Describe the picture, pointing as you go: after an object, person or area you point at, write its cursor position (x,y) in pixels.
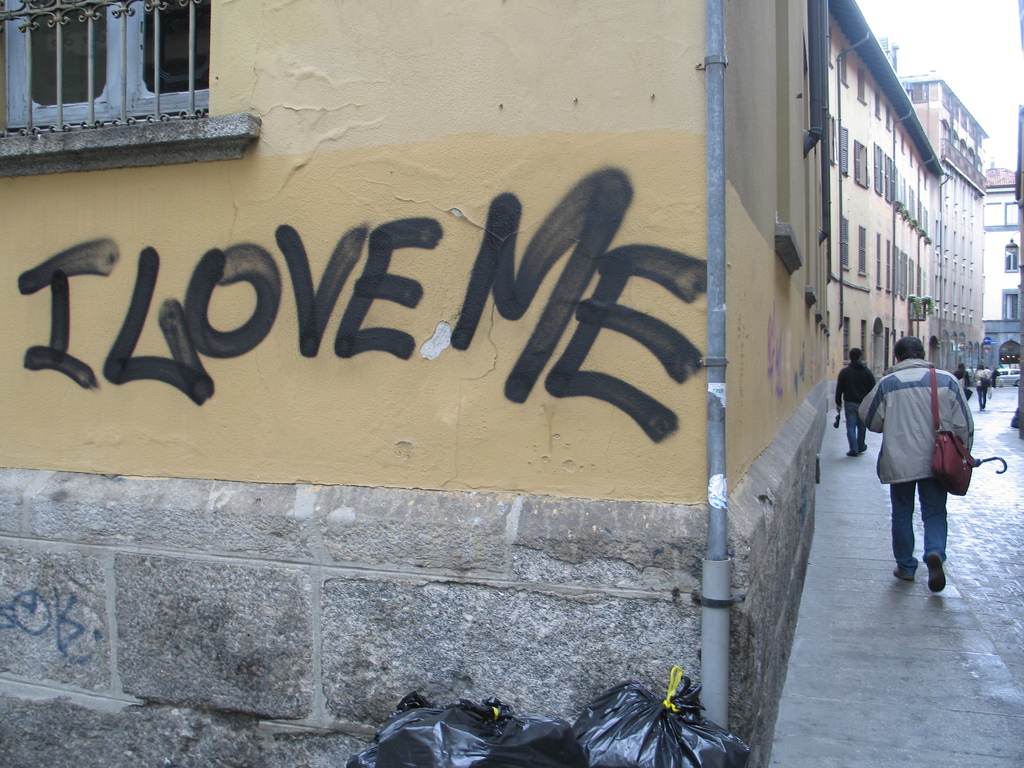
This image consists of a wall (665,271). And there are many buildings (872,219). To the right (948,570), there is a road (965,559) and many people (928,440) are walking. At the bottom (567,745), there are garbage bags (526,734).
